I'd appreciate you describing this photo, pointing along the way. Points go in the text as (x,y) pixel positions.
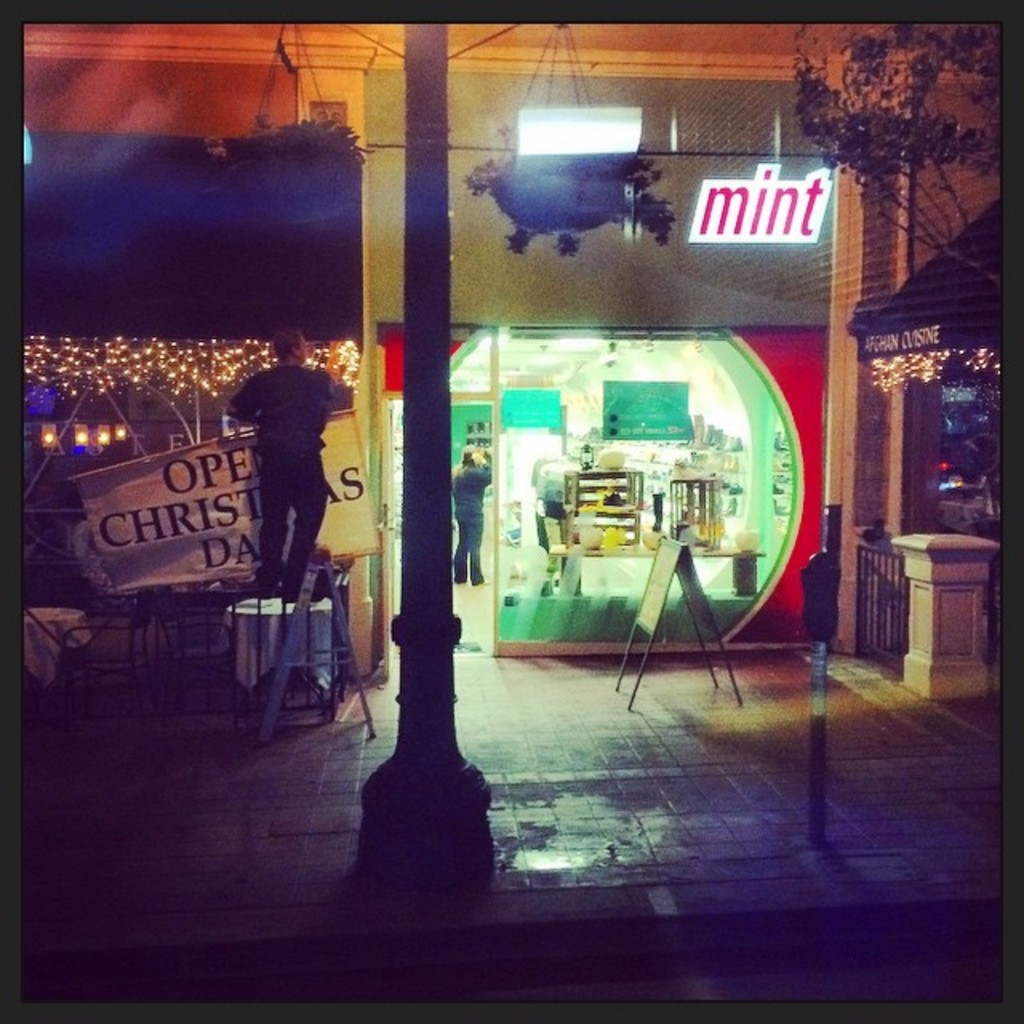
This is an edited picture. I can see two persons (283,532) standing, there is a ladder (366,695), there are tables (46,634), chairs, banner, boards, there are lights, plants (533,197), tree (926,157), there is a shop (761,583), there are iron grilles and some other objects (912,639).
